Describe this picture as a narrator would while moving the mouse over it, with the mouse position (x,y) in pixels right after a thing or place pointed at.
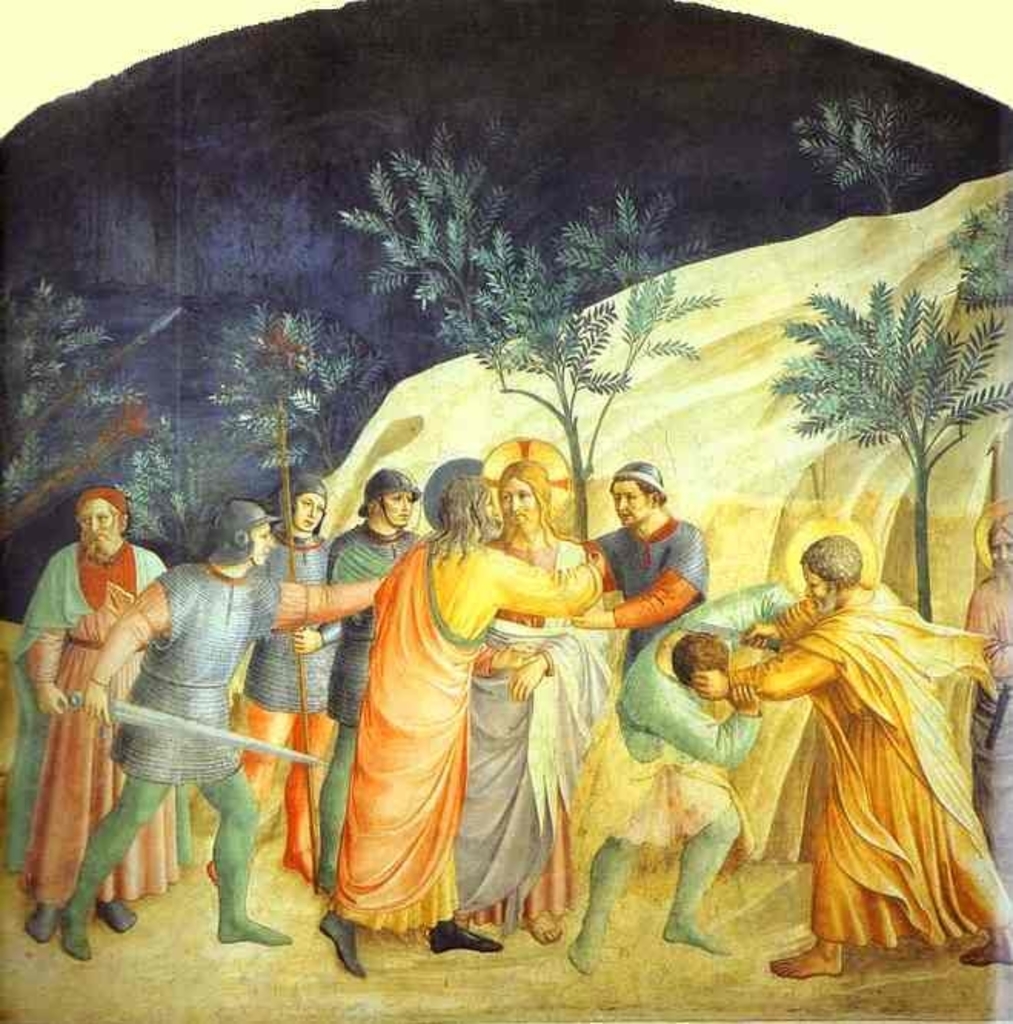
In this image we can see a painting (575,453). In the painting (573,559) there are some persons (418,549), trees (429,226) and other objects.
